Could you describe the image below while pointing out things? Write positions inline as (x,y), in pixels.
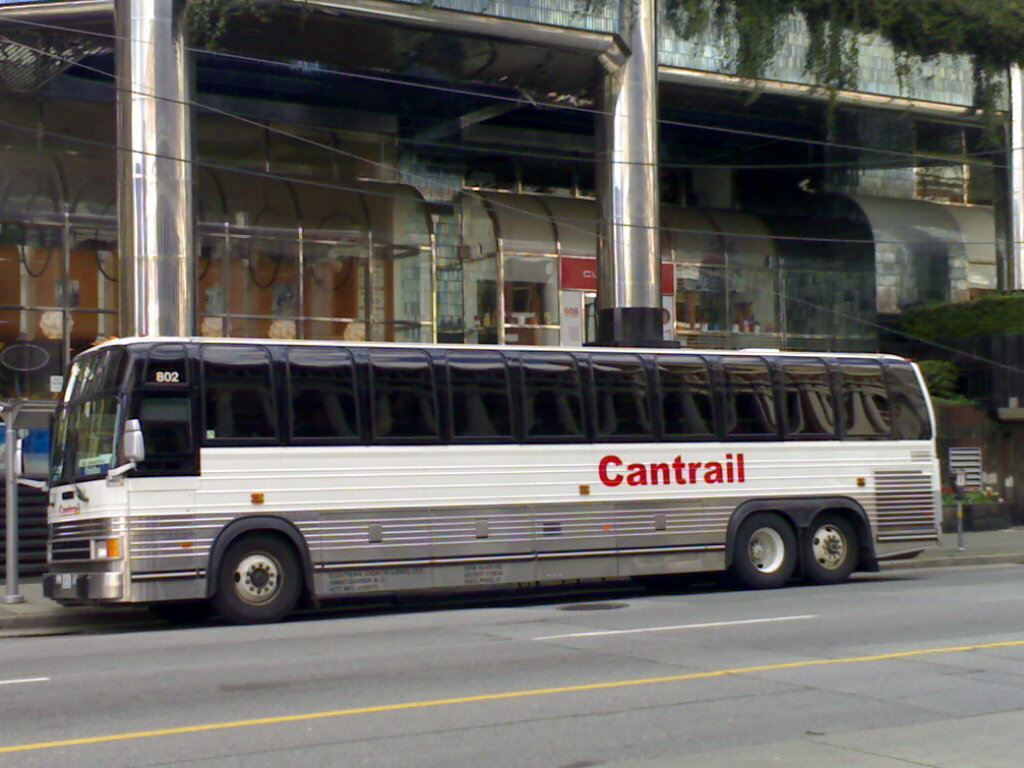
This picture contains a bus (534,401) which is in white color is parked on the road (533,629) and we even see "CAN TRAIL" is written on that bus (570,543). Behind that, we see a building (298,169) and pillars (634,314). On the right corner of the picture (945,323), there are trees (962,313) and this picture is clicked in the city.
